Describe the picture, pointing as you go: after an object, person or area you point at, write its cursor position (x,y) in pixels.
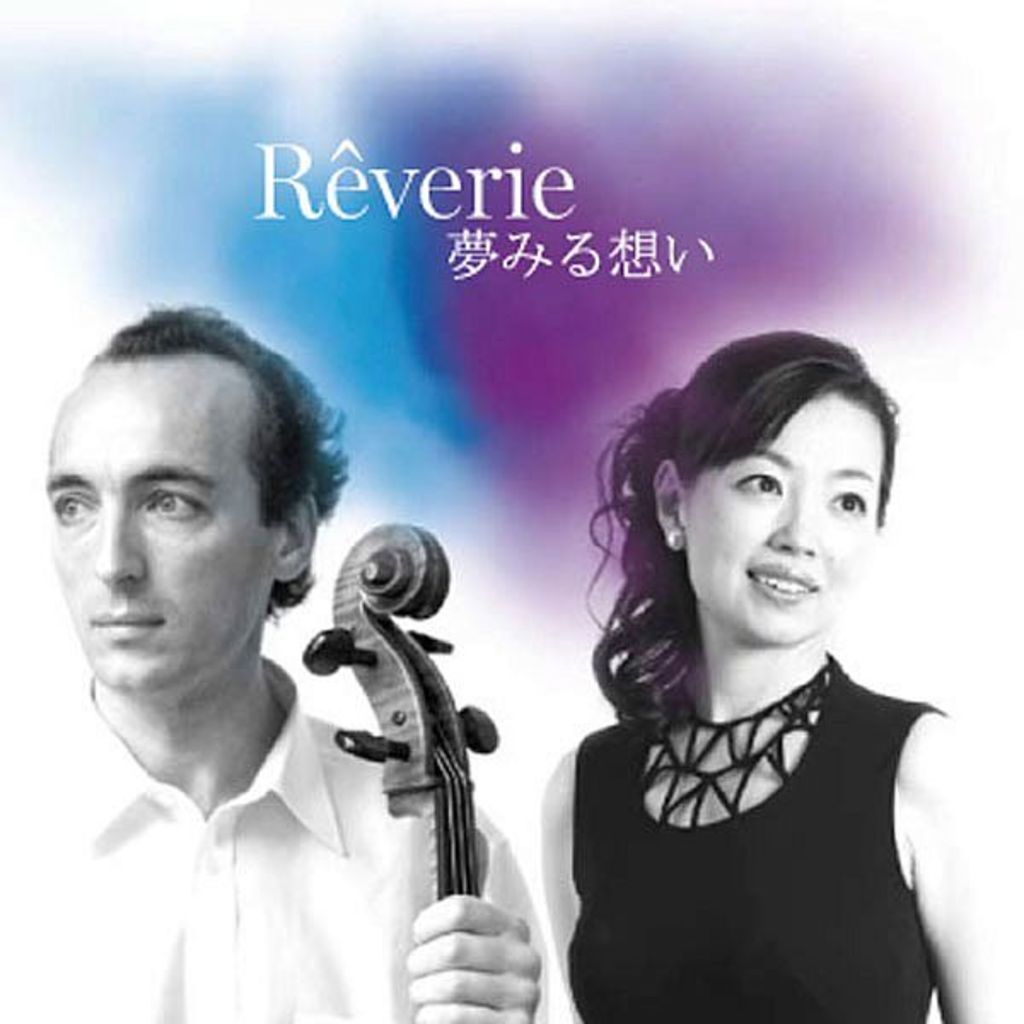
This is an image in the left side (195,586) a man (324,871) is there, he wore a white color shirt (274,865). In the right side (730,399) a beautiful girl (806,769) is there, she wore a black color dress (820,874).
